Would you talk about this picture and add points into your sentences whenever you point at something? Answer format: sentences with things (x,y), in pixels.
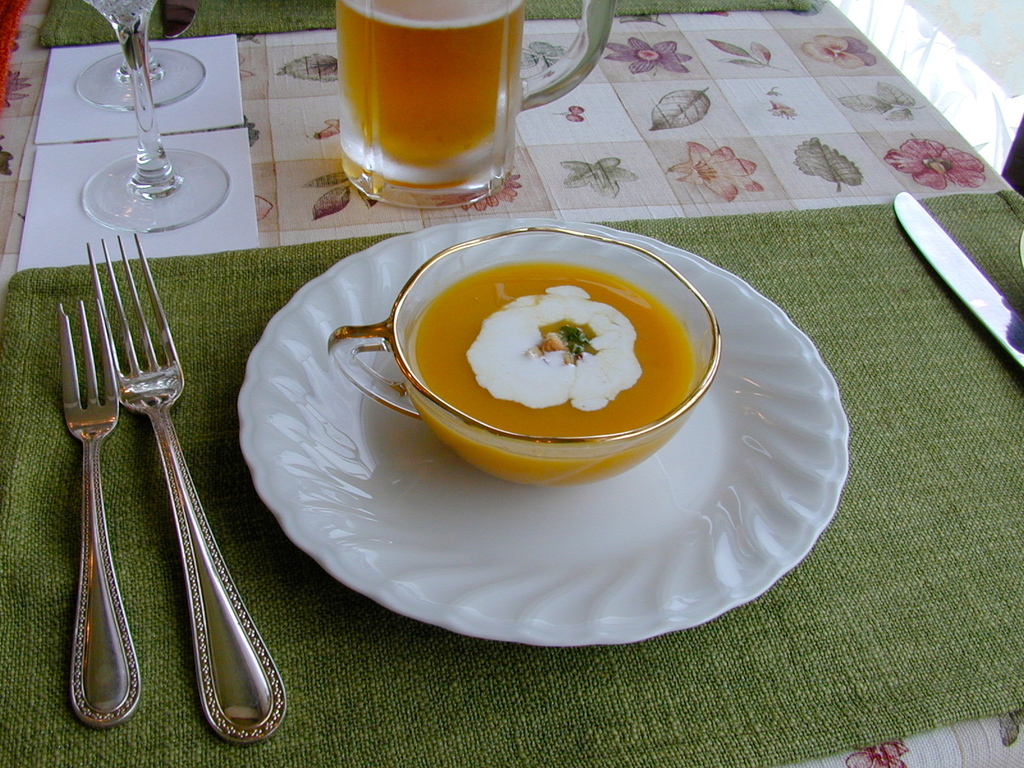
In this image there is a table (882,175) and we can see a plate (425,550), glasses (121,223), forks (61,313), knife (949,285), napkins (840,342), soup (608,345) and a drink (420,112) placed on the table (818,208).
